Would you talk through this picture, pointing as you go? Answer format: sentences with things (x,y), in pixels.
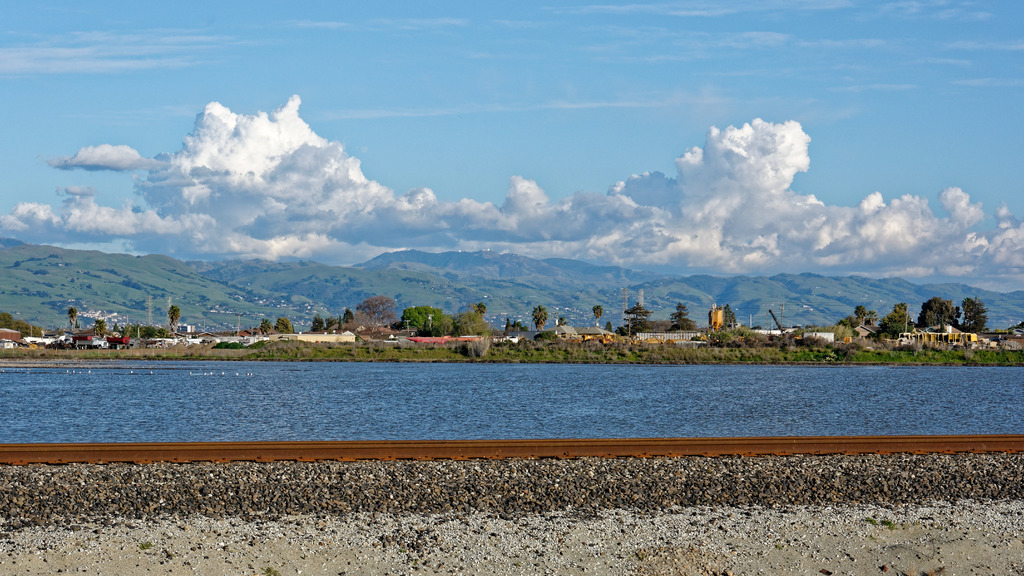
It is a railway track (511,448), this is water (393,400), there are trees (945,319) in the back side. At the top (536,192) it's a sky (497,155).
